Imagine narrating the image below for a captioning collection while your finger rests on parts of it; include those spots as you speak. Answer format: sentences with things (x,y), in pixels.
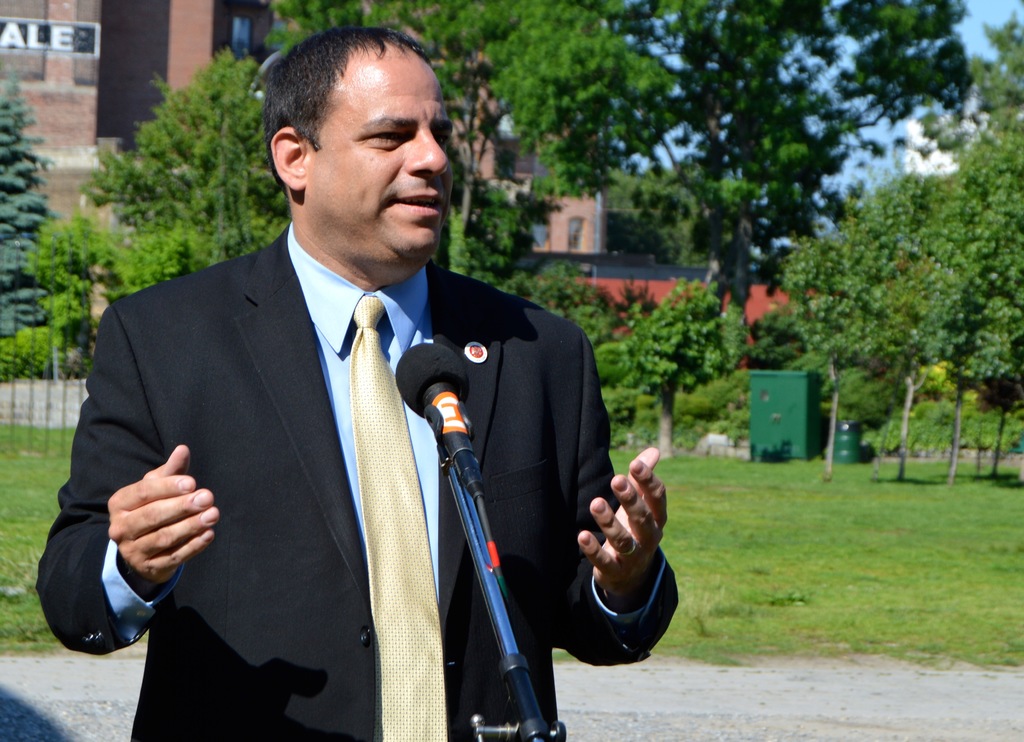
In this image I can see a person (216,404) standing wearing black color blazer (264,432), blue shirt (334,300) and cream color tie (355,378), in front (469,519) I can see a microphone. Background (215,149) I can see trees (217,136) in green color, a building (178,56) in brown color and sky (881,124) in blue color.
